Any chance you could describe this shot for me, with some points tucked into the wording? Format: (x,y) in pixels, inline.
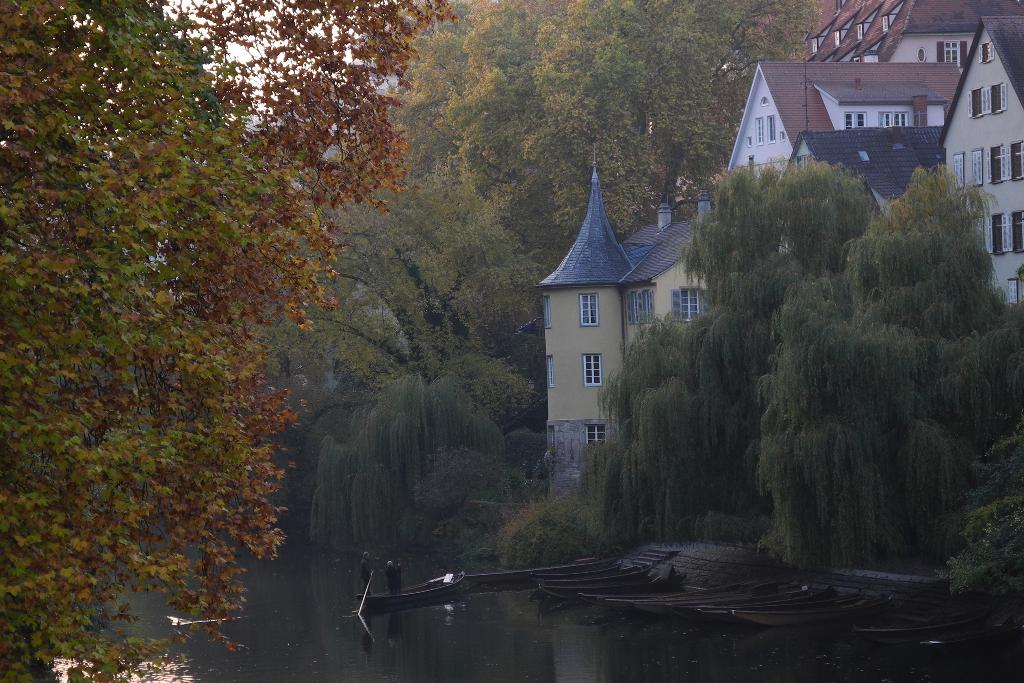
In this image we can see the buildings (835,154), trees (822,457) and also the boats (584,562) on the surface of the water (677,635). We can also see the people (389,572).
